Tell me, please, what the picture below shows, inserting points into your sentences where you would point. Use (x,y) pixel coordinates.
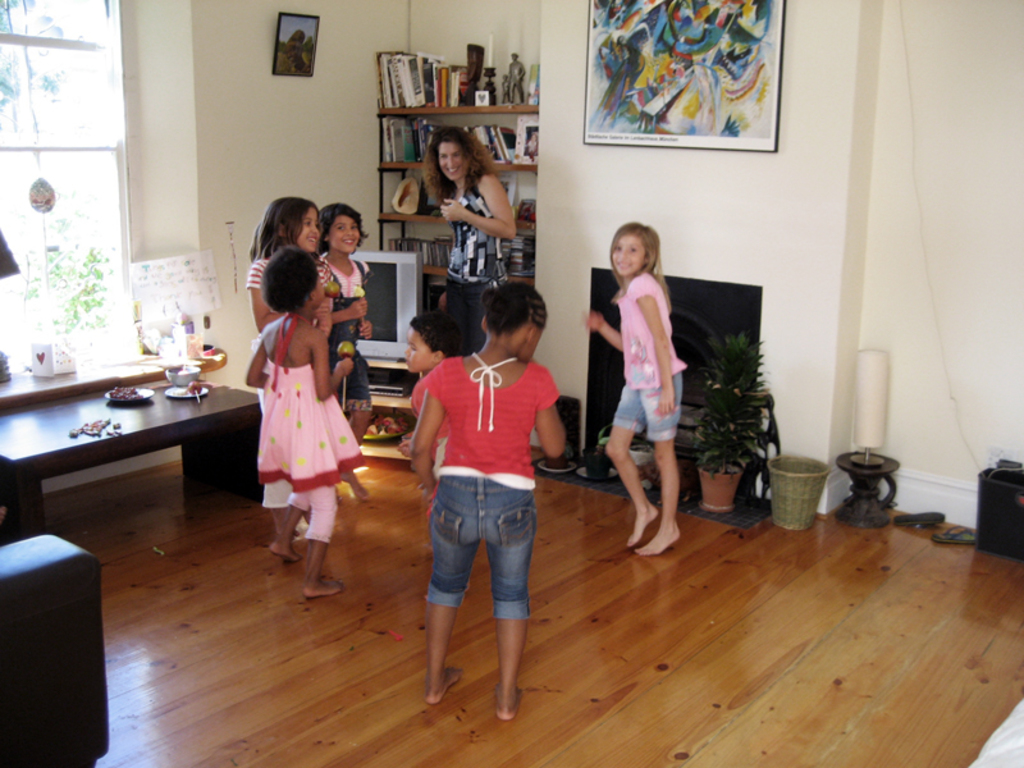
This picture is clicked inside a room (676,654). There are few girls (489,367) dancing and a woman (472,256) standing in image. To the left corner of the image (164,427) there is a wooden table (83,448) and on it there are plates (166,392) and a bowl (185,378). Beside to it there is a television (375,319) and behind the television (401,260) is a rack (391,223) and books (406,106) are placed in it. There is also sculpture (506,79) in the rack (399,167). There are picture frames (306,42) hanging on the wall (802,226). There is a houseplant (733,460) in the room (745,473). In the background (814,229) there is wall (815,225), a window (109,122) and the floor (229,678) is furnished with wood (225,709).
